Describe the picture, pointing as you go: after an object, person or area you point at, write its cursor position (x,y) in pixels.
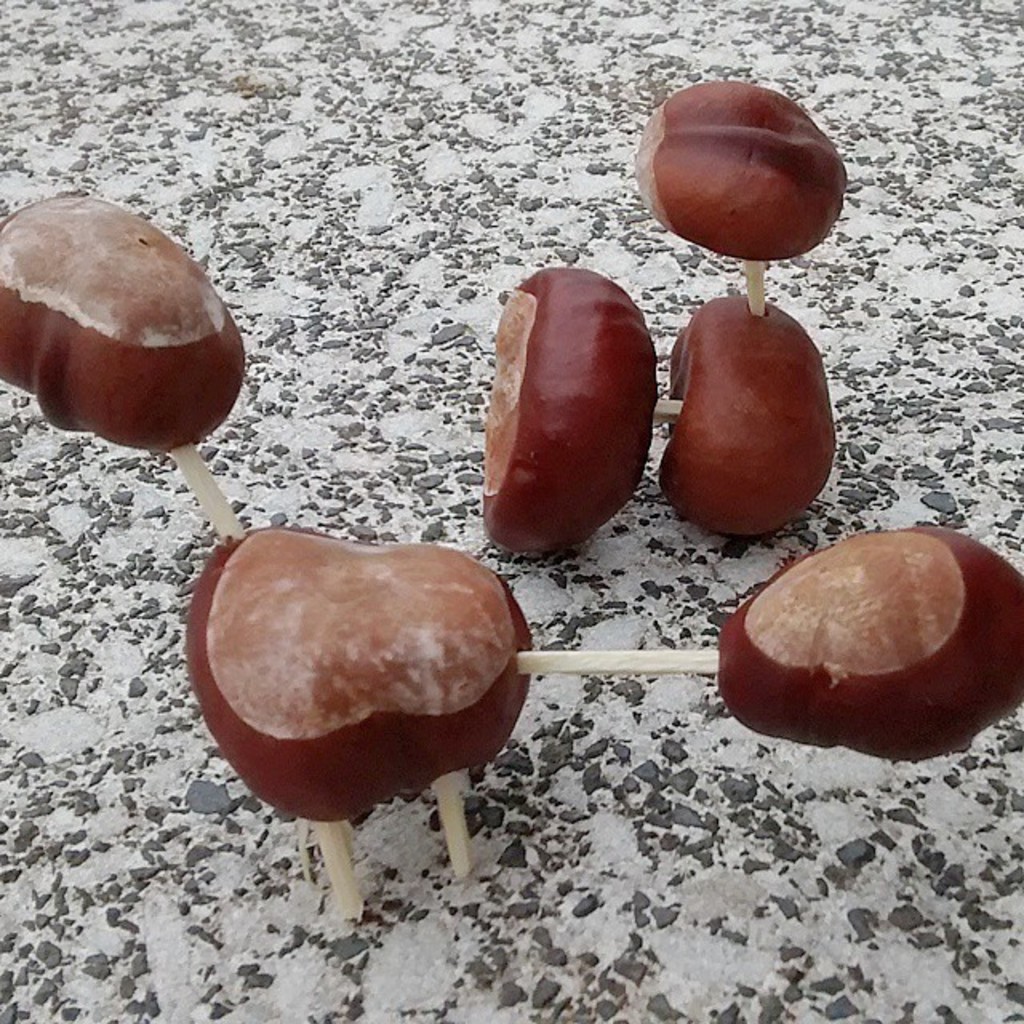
In this image there are some objects (442,568) on the surface (326,431).
